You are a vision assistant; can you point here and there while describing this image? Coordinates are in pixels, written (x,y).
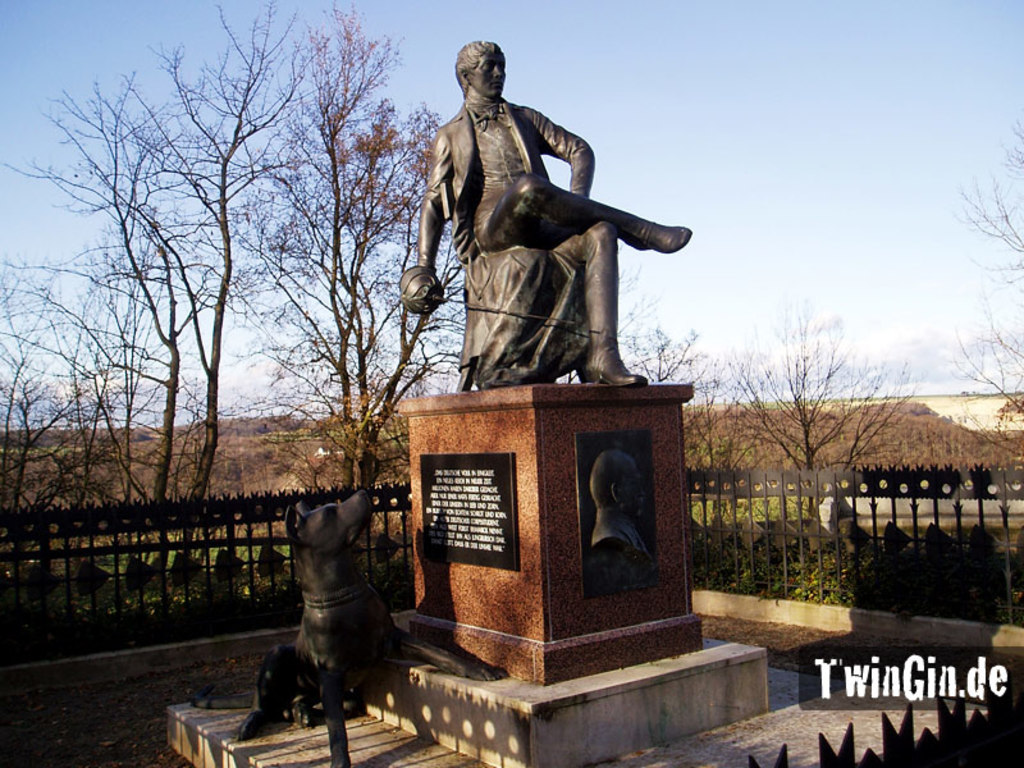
In this image I can see the statue (469,388). To the side of the statue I can see the dogs statue (338,535). These are in grey color. To the side I can see the railing (397,597). In the background (804,368) there are many trees (798,383) and the blue sky (619,193).
